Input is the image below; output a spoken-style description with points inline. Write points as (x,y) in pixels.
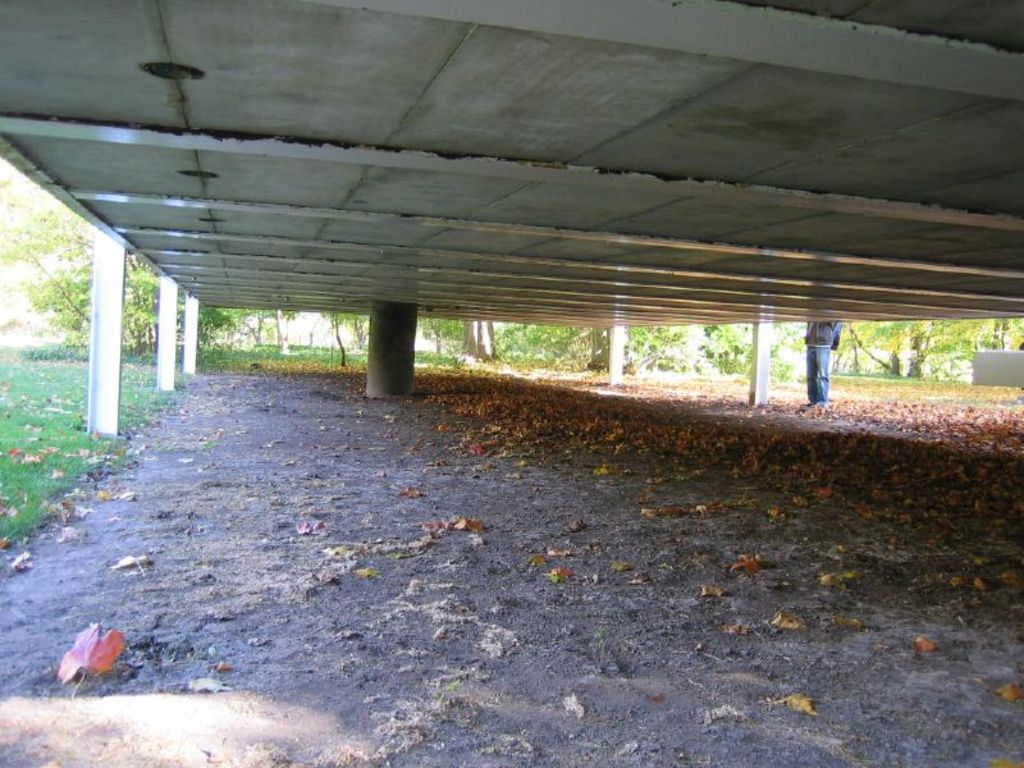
In this image I can see the ground (481,603), few leaves (461,528) on the ground (551,539), a pillar (385,341), the ceiling (367,153) and some grass (65,373). I can see a person (835,334) standing and in the background (717,343) I can see few trees (708,336).
